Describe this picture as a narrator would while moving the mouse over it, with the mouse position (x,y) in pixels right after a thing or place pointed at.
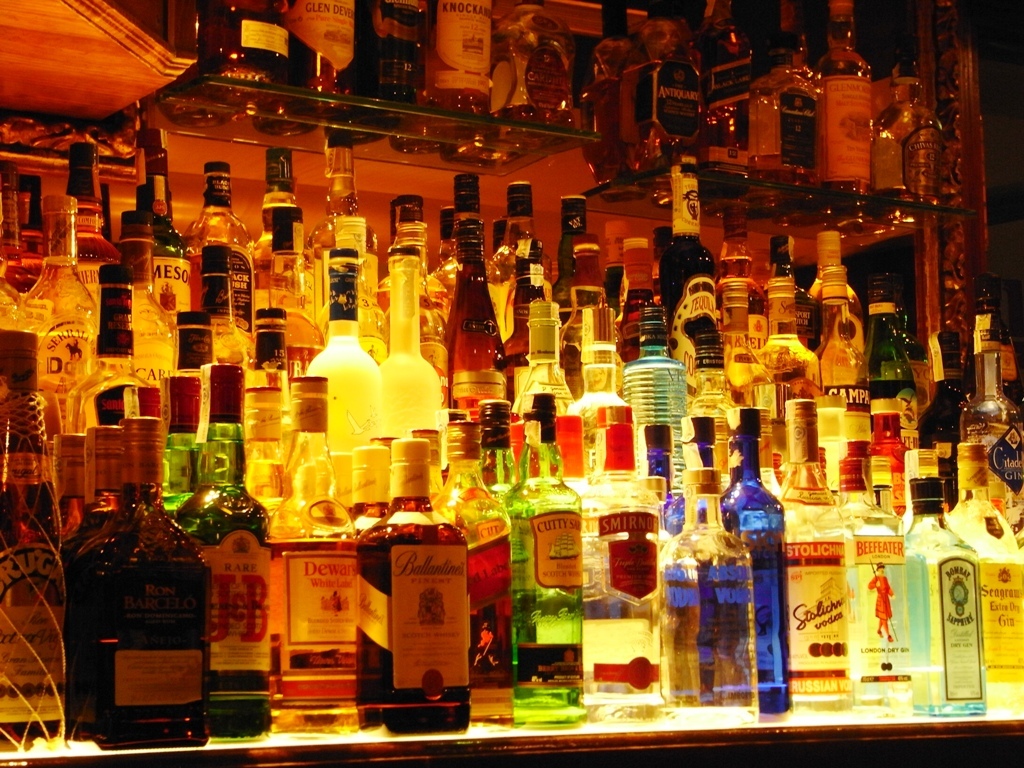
There are many liquor bottles (402,373) placed on the shelves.
